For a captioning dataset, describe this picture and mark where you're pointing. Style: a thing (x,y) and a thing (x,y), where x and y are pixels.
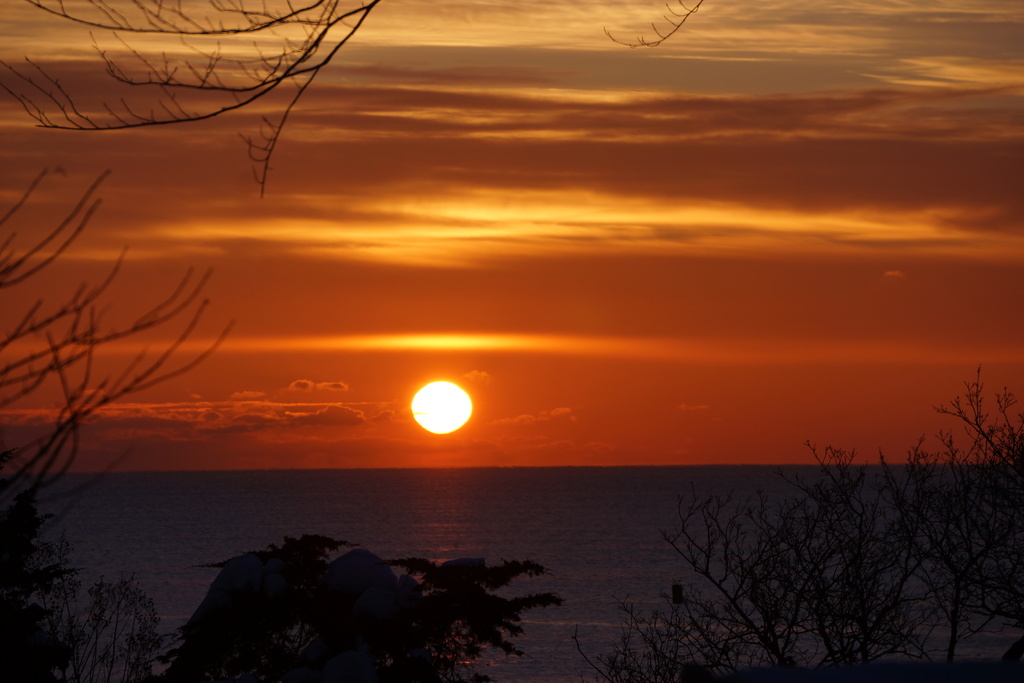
In this picture I can see there is a sunset (380,448), the sky (428,246) is cloudy, there are trees (449,574) and an ocean (499,545).
